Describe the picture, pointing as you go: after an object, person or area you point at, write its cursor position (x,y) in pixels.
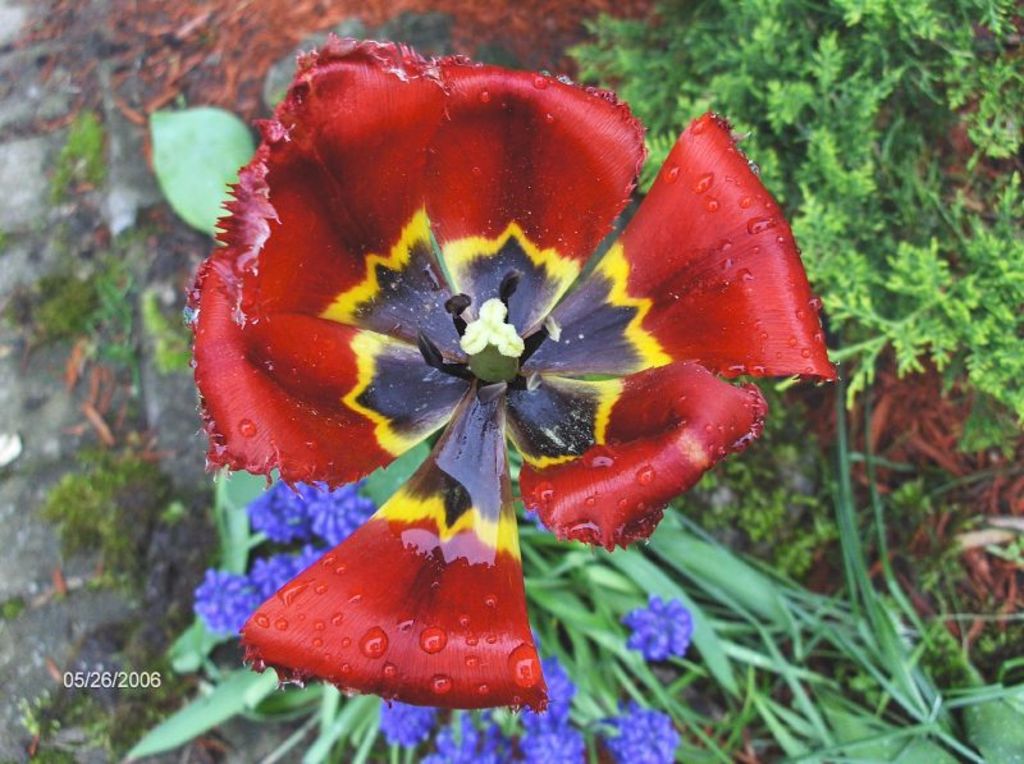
In this image I can see a red, black, yellow, white color flower (655,279). I can see few purple color flowers (562,736) and green plants (823,310).
